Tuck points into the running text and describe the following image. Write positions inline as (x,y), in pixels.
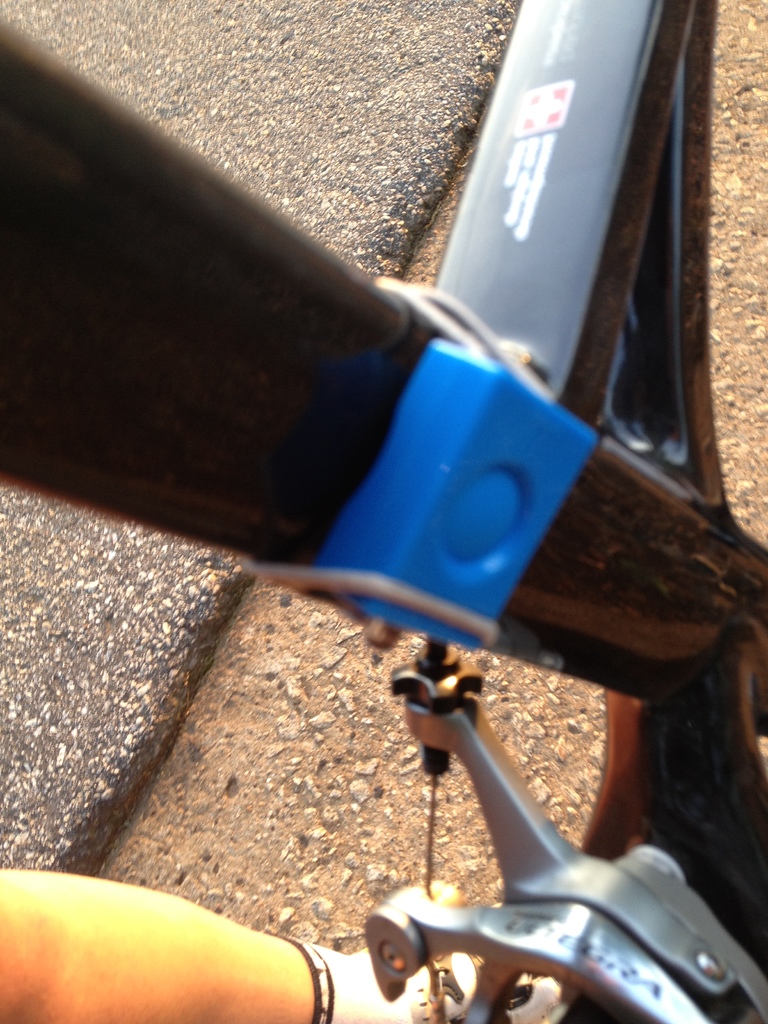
In this picture, we see the parts (475,288) of the bicycle (534,493), which are in black, blue and grey color. At the bottom (227,947), we see the leg (121,949) of the person (207,977) who is wearing the white shoes (423,996). In the background (268,717), we see the road (367,722).
